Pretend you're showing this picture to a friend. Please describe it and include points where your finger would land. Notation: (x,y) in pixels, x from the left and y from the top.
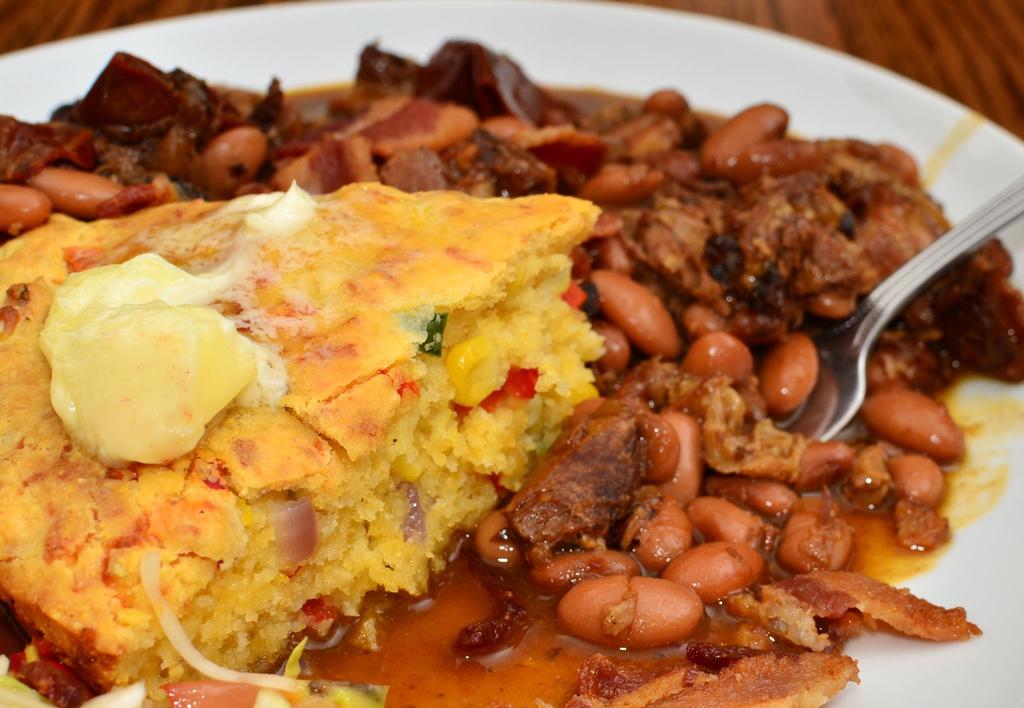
In this image we can see a food item (525,332) on the plate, there is a spoon (901,287), there is a wooden table (981,34).
